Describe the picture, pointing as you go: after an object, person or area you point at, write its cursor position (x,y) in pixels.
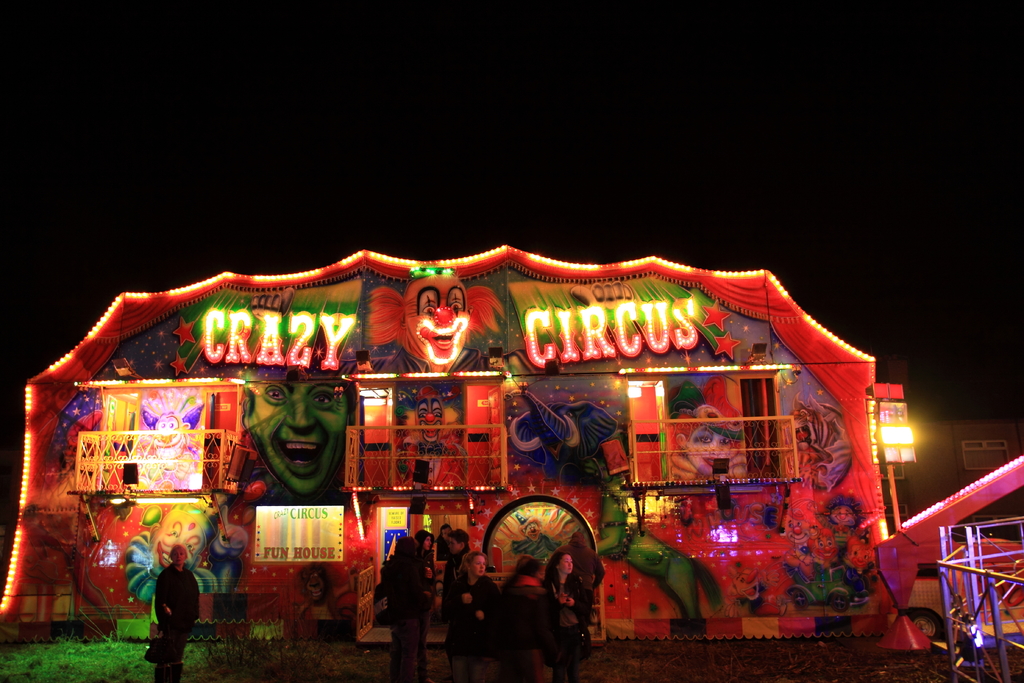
At the bottom of the picture (429,582), we see the group of people (530,581) are standing. The man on the left side (184,666) is standing. On the right side (950,552), we see the iron rods (946,564) or a railing (1007,658). Beside that, we see a white vehicle (933,575). In the middle of the picture (395,402), we see a building (279,471) or a tent (427,447) which is decorated with the lights (535,344) and the posters (305,489). On top of it, it is written as "CRAZY CIRCUS". At the top (602,54), it is black in color. At the bottom (72,647), we see the grass (72,647). This picture is clicked in the dark. This picture might be clicked in the circus.
